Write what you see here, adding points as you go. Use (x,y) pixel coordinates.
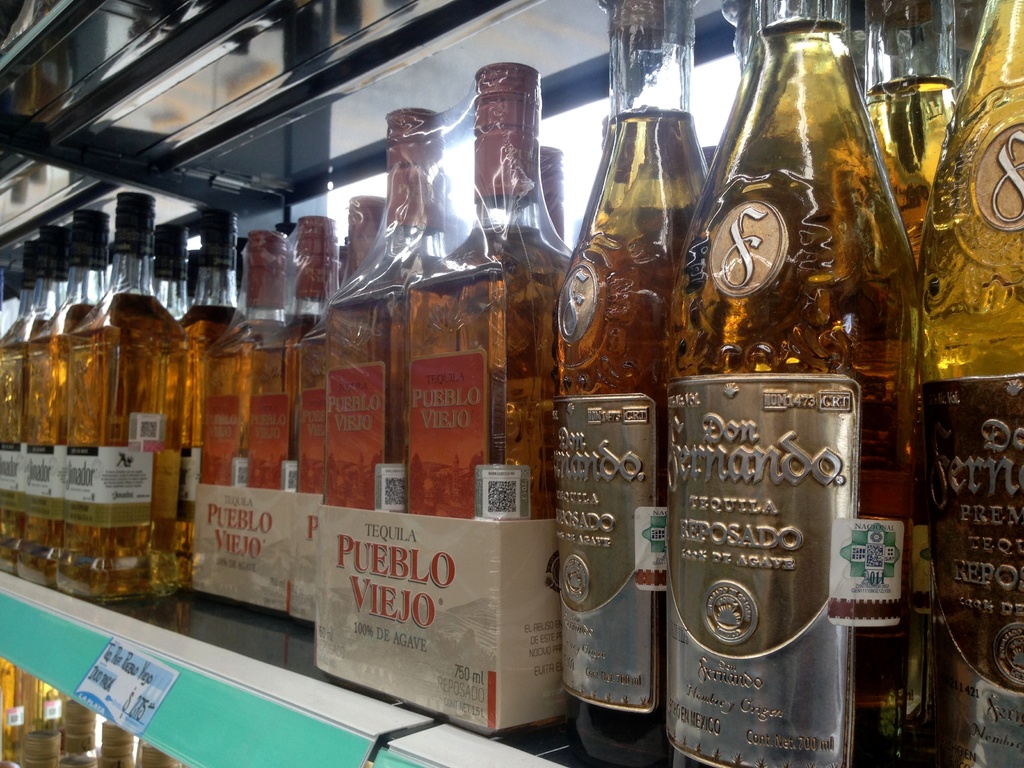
in this picture we can see a group of tequila bottles (746,268), and some liquid (395,397) in it, in the rack (389,32) and at down there is another rack (87,719), and there are bottles (70,746) in that.
